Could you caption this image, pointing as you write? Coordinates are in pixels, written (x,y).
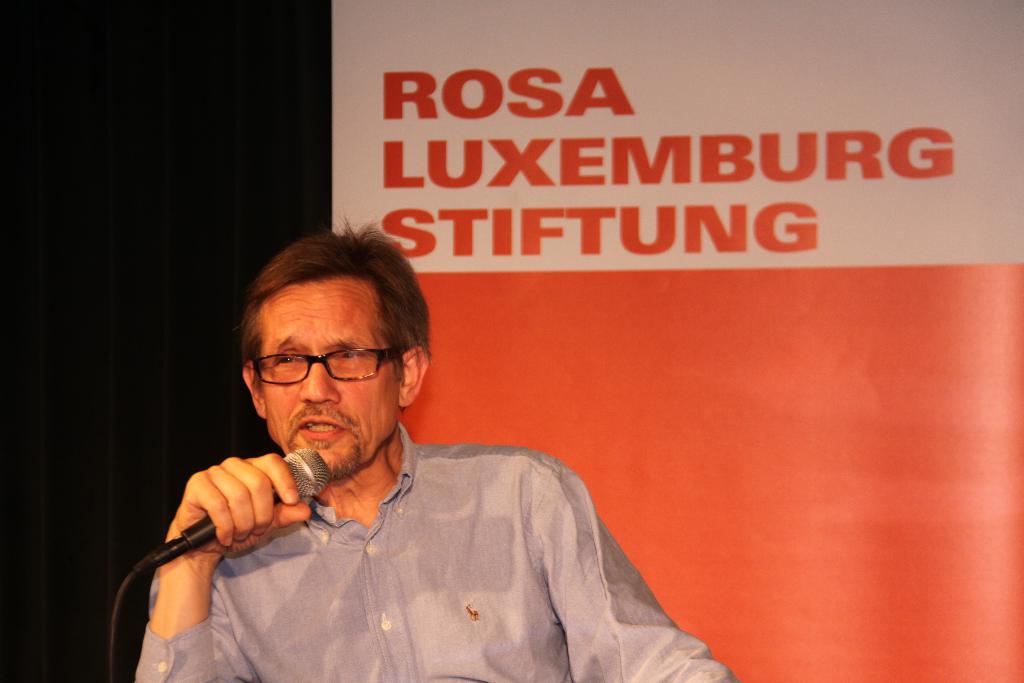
In this image, we can see a man (386,519) sitting and he is holding a microphone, he is wearing specs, in the background (804,521) there is a poster (651,273).
